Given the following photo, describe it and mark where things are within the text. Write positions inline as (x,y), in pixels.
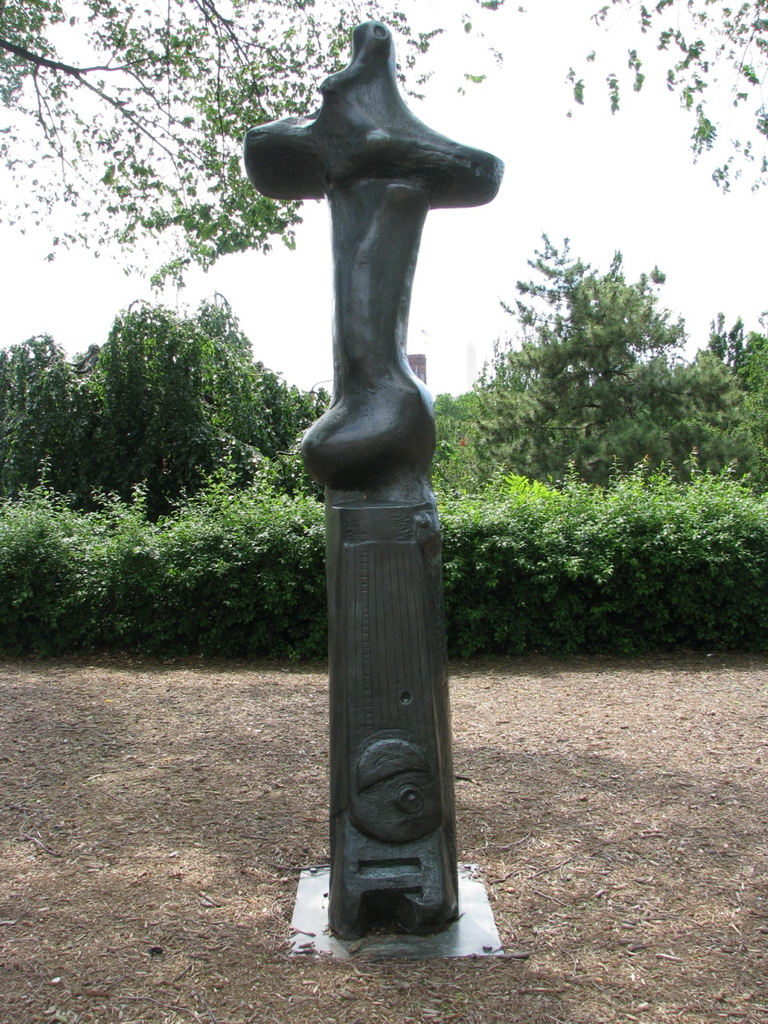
In the image we can see there is a statue (412,388) which is in center (356,360) and behind there are lot of trees (704,414) and there is a clear sky (8,56). The statue (394,107) is on the ground (233,975).
